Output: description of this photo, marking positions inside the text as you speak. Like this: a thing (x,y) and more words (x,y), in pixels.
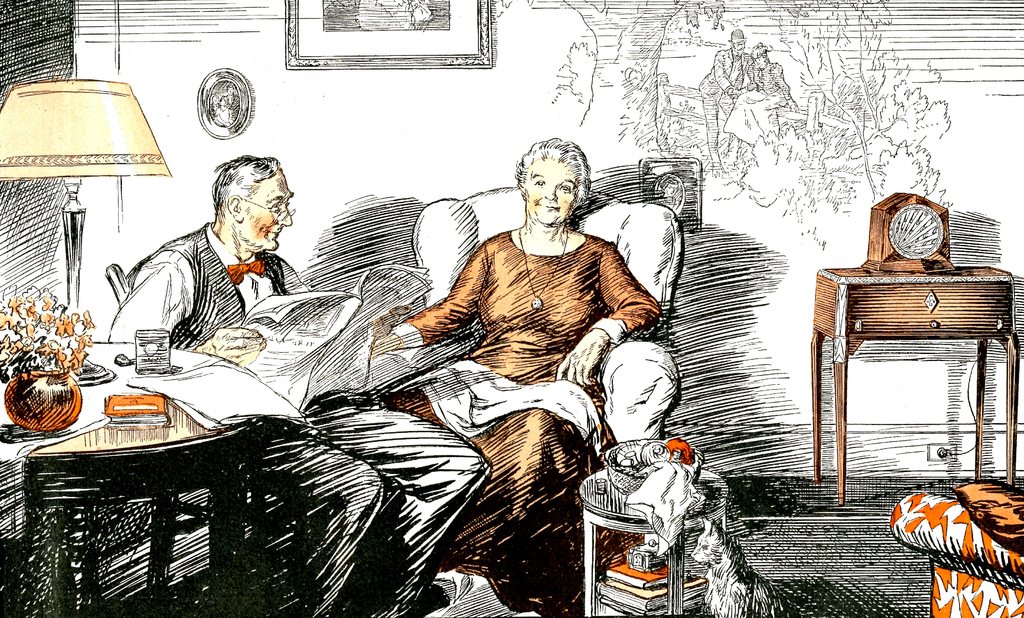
This is a sketch. In this image there is a woman (529,441) sitting on the chair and there is a man (369,524) sitting and holding the paper (284,315). On the left side of the image (77,204) there is a lamp (148,161), flower vase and there are objects (147,381) on the table (175,414). On the right side of the image (888,257) there is an object (887,213) on the table (876,277). In the foreground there is a bowl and there are books (631,570) on the table (693,510) and there is a cat (770,600). At the back (334,32) there is a frame (391,13) and there is an object (241,110) on the wall (313,140) and there is painting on the wall (313,140). At the bottom (765,558) there is a floor (835,528).
